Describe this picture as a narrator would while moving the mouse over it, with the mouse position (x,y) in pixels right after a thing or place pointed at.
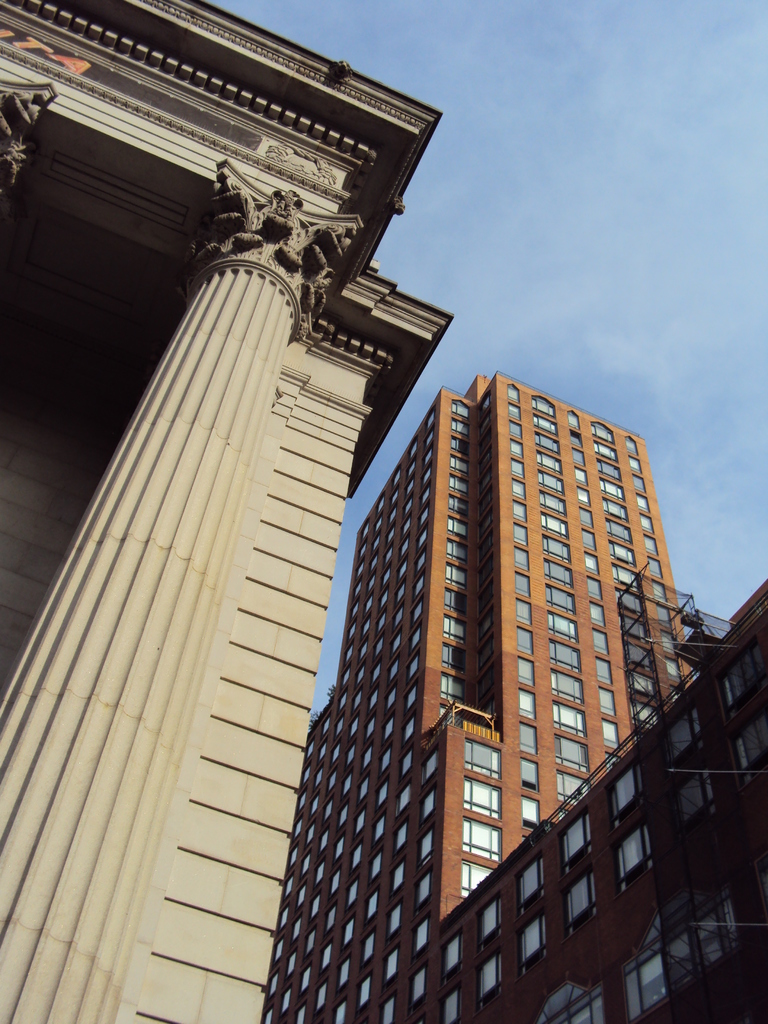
In the image there is a tall tower (503,608), it has plenty of windows (418,583) and beside the tower (381,631) there is a huge building (143,469) with some carvings (258,221) done to the pillars (245,195) and the wall (315,370) of the building (247,433).
